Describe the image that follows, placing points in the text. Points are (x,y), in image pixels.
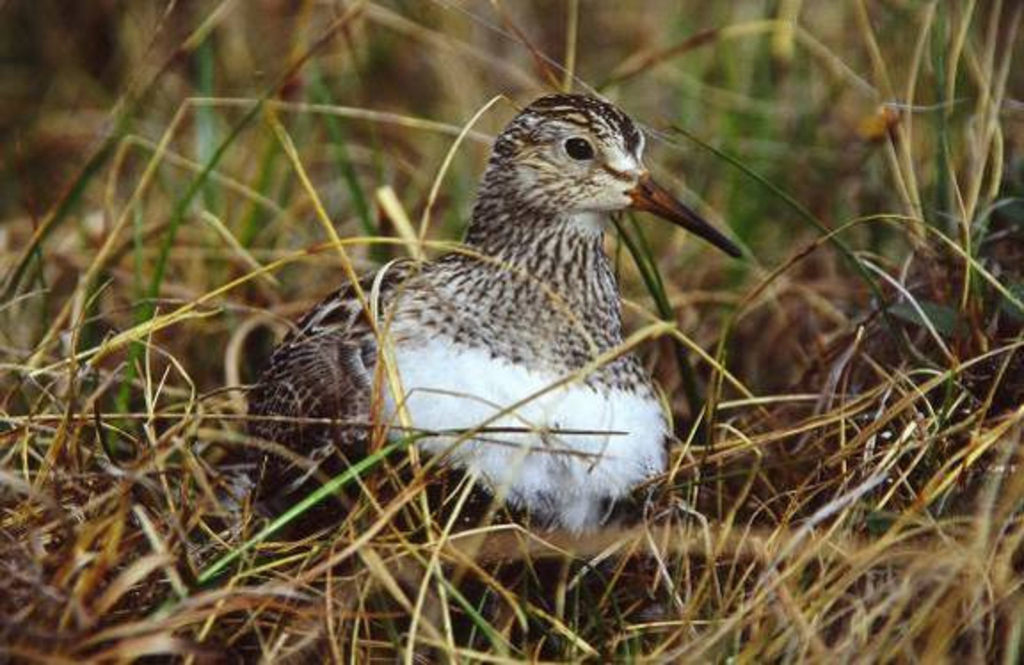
In the picture I can see a bird (615,149) sitting on dry grass (581,577). The background of the image (11,88) is blurred.
